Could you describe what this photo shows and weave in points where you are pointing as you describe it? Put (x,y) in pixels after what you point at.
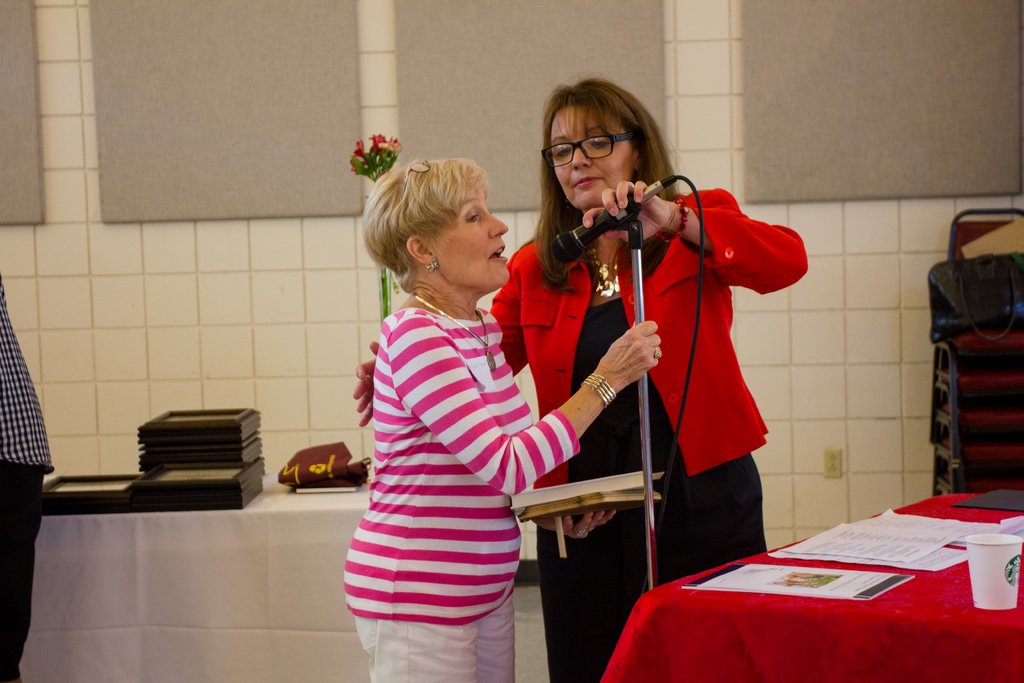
In the image we can see there are women (599,340) who are standing and a woman (595,272) is holding mic (593,233) in her hand (639,200).
